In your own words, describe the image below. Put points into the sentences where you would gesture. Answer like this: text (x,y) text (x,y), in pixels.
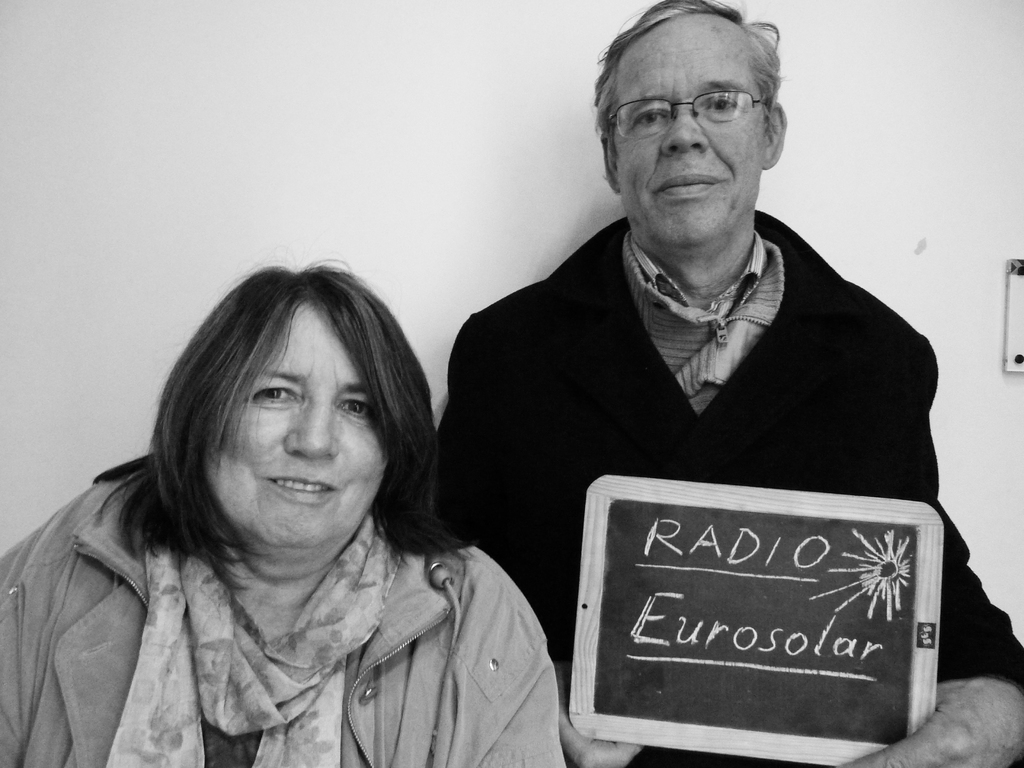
It is the black and white image in which there is a couple (405,495) in the middle (413,502). There is a man (697,331) on the right side (725,375) who is holding the slate (734,632). On the left side (272,610) there is a woman (285,645). On the slate (750,616) there is some script (775,644). In the background (334,137) there is a wall (328,93).
